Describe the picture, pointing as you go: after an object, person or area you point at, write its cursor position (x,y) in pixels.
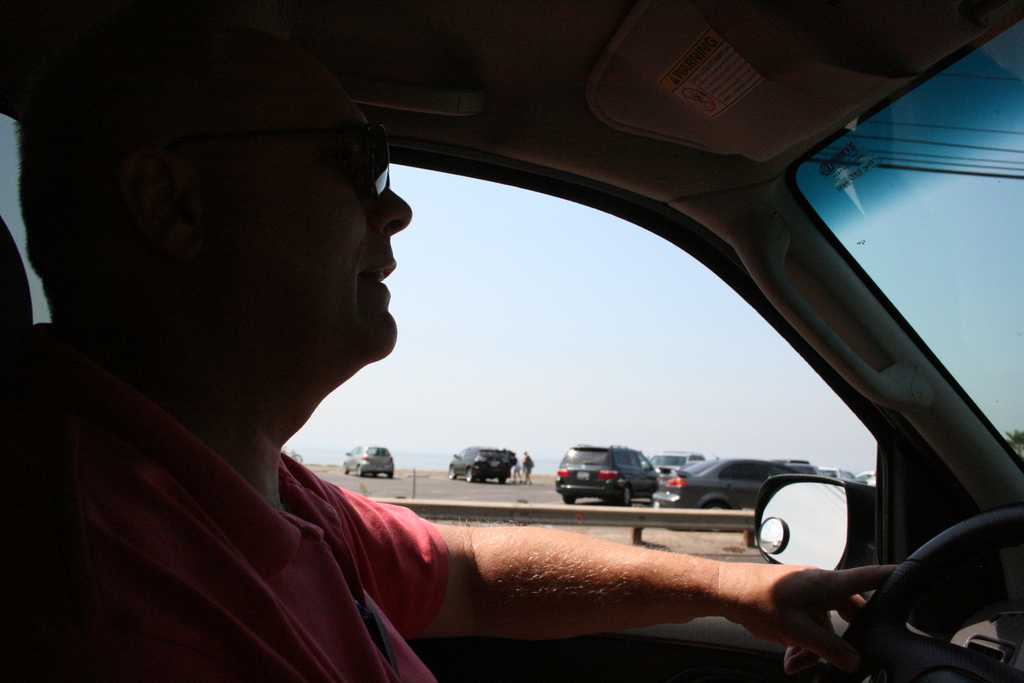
In this picture we can see a man (355,359) is riding a car (976,630) and also we can see the roof (611,119), glass (921,279), mirror (778,516), window (643,409). Through window (705,462) we can see the railing (471,519), road (376,482), cars (474,474), two people (514,474) are standing and sky (656,384).
